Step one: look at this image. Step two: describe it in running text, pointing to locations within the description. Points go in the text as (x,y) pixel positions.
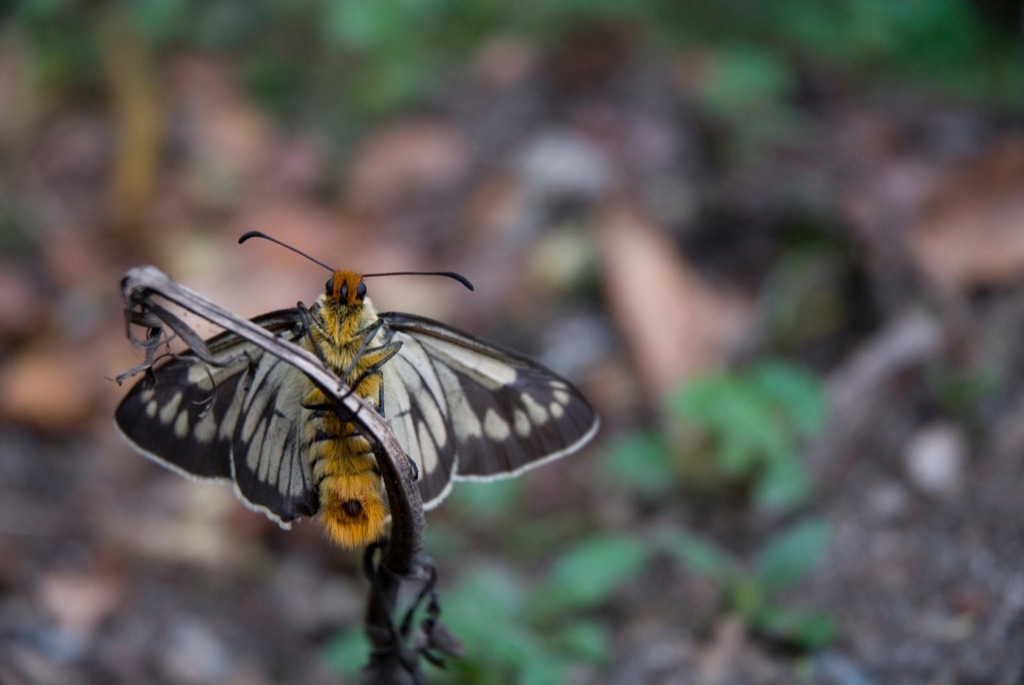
In this image at the bottom (405,531), there is a plant (402,516) on that there is a butterfly (422,426). In the background (813,526) there are plants (799,536) and land (835,502).
